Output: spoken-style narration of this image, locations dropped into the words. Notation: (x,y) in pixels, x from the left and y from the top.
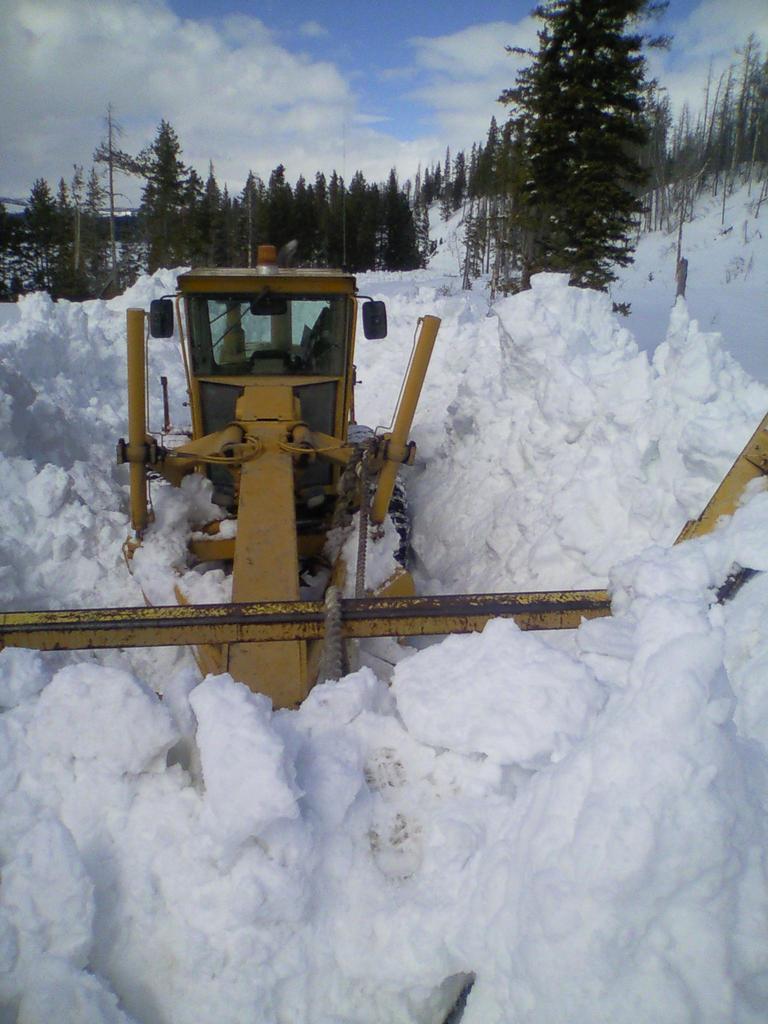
In the background (409,30) we can see sky (349,55) with clouds (512,83) and trees (646,169). This is a snow cleaning machine (187,614). Here we can see snow (465,849).
